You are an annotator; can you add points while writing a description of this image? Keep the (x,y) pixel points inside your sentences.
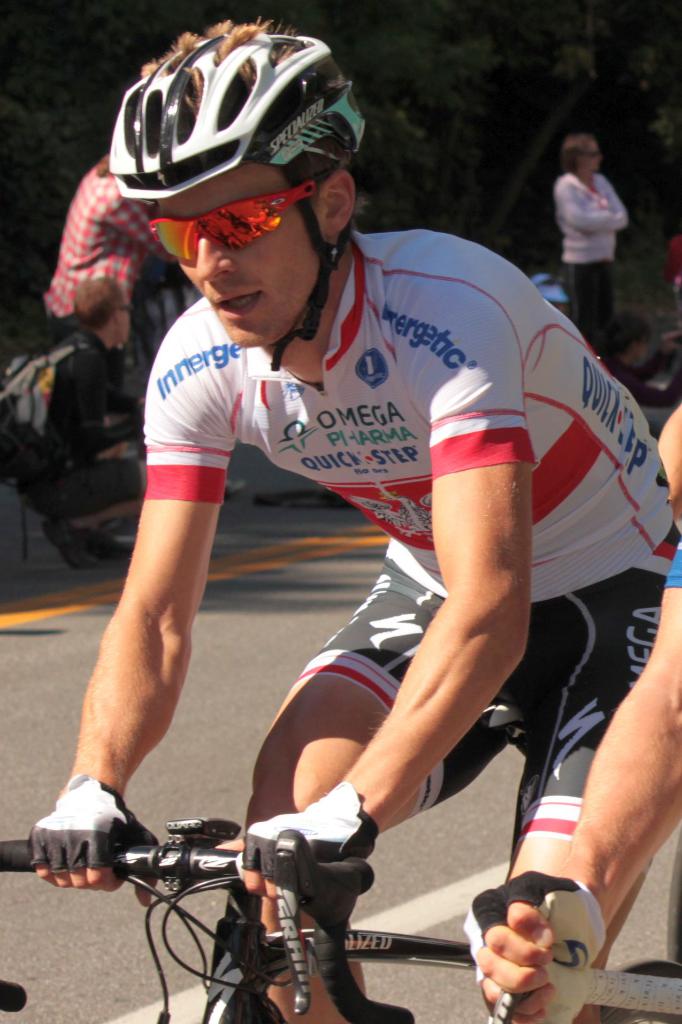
In this image we can see a few people (91,240) standing and the other person (375,653) riding a bicycle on the road (338,586). And at the back (387,93) we can see the person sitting and there are trees (452,91).
